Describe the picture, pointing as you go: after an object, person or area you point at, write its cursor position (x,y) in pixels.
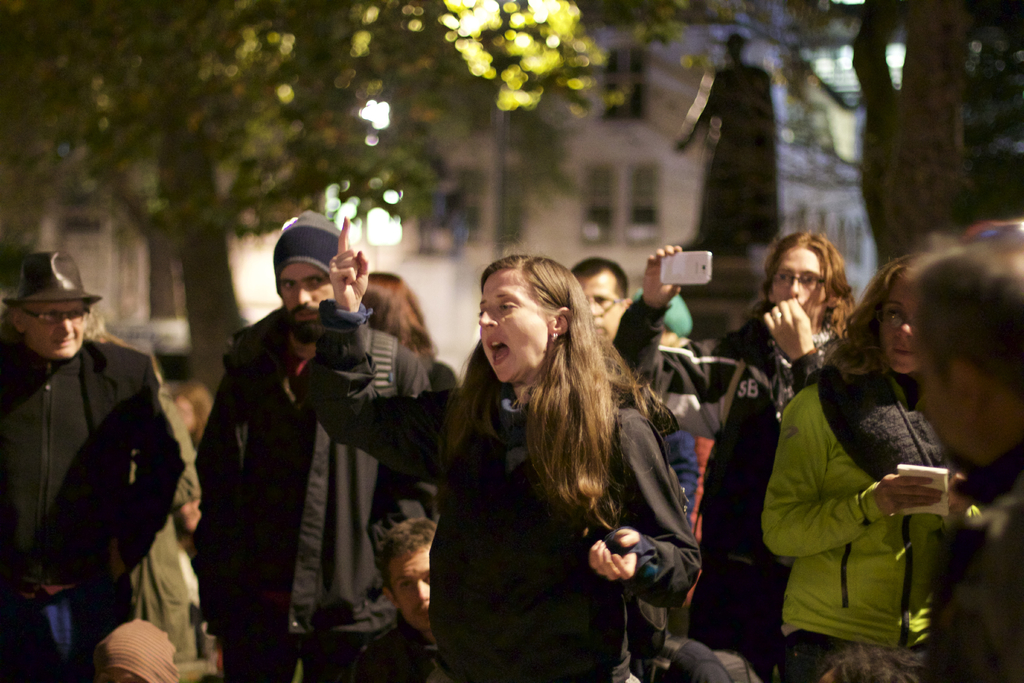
This image consists of many persons (543,419). In the middle (500,380), we can see a woman (548,551) shouting. She is wearing a black dress (647,517). On the right (775,415), there is a person (668,366) holding a mobile (690,272). In the background (604,134), there are trees (278,99) and a statue (706,212) along with buildings (561,231).
